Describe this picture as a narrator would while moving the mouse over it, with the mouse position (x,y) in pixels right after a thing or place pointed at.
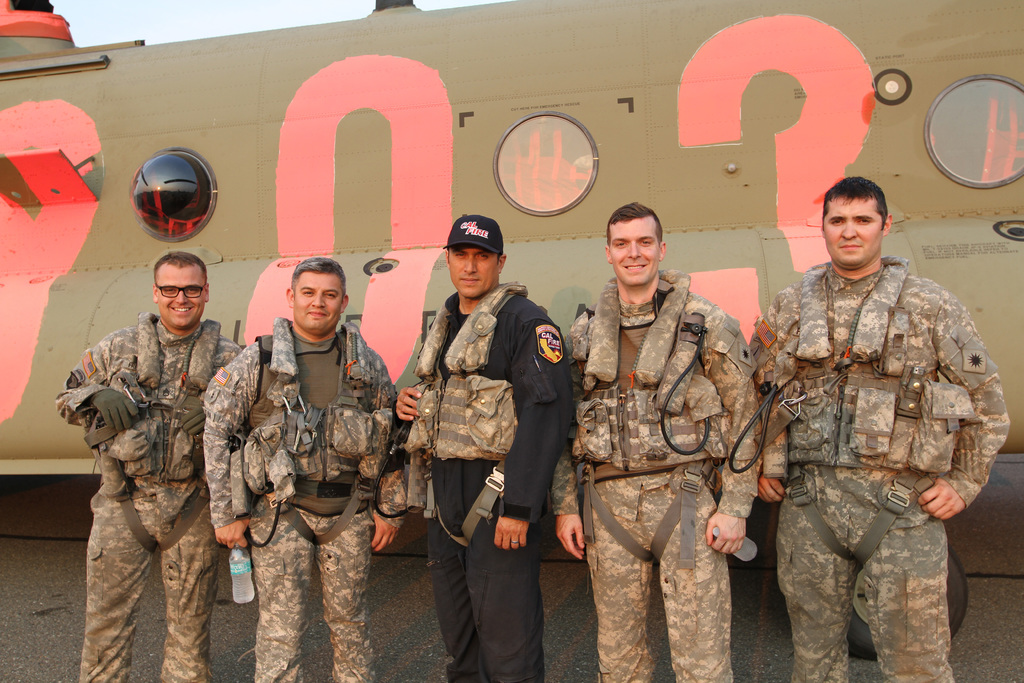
In this image we can see the people (611,438) wearing the uniform (747,415) and standing. We can also see two persons (689,468) holding the water bottles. In the background (438,208) we can see the vehicle (545,117). We can also see the sky (242,30) and also the road (32,558) at the bottom (52,609).
